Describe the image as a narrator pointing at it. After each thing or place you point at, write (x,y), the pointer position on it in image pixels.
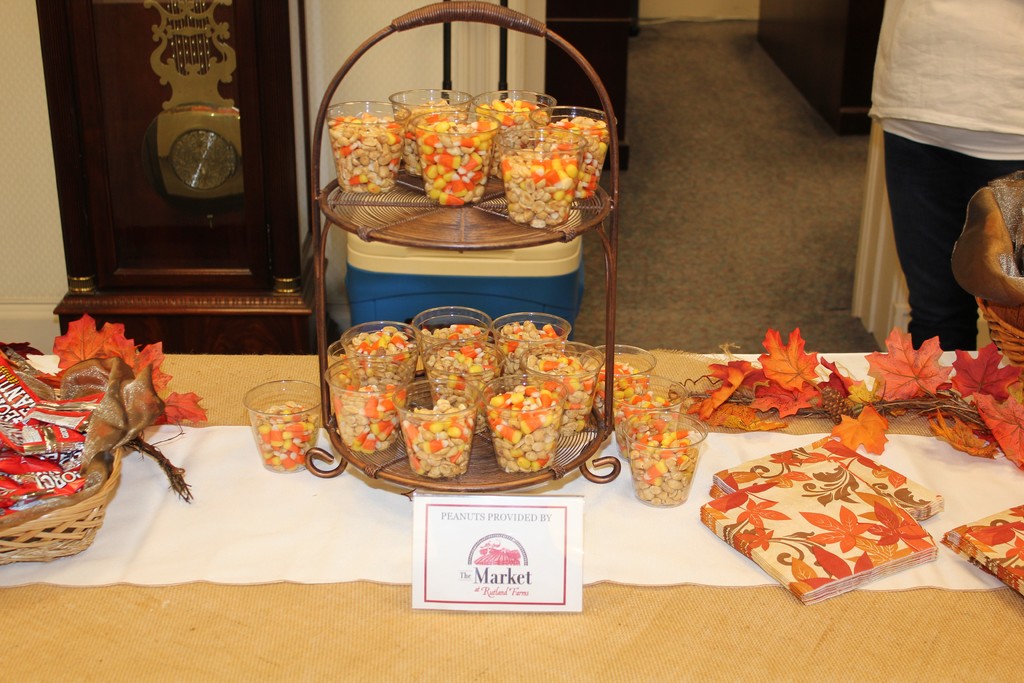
In this image I can see a decorated table (899,467) with some baskets (1020,341) and glasses (491,360) with nuts (466,341) and I can see some napkins (821,499). I can see a name plate (564,513) with some text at the bottom of the image (571,499). I can see a person (959,198) standing behind.
